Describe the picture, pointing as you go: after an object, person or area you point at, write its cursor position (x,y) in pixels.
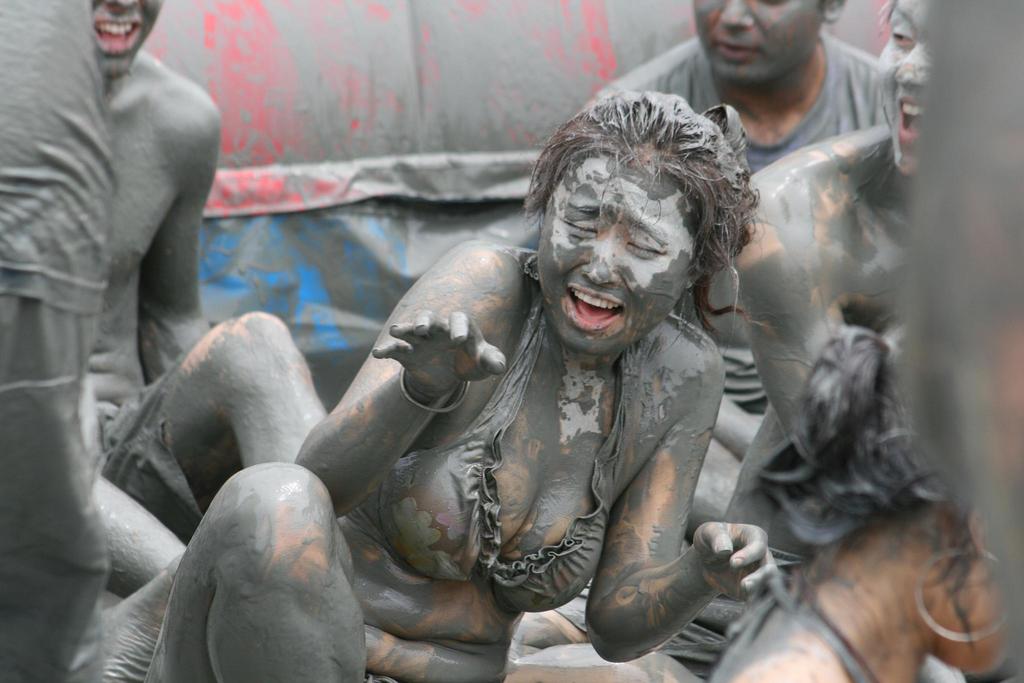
This image consists of few persons (833,463). Its looks like they are playing in the mud (274,573). In the front (407,440), we can see a woman (496,424). In the background (355,90), it looks like plastic covers (324,185) in red and blue colors.
